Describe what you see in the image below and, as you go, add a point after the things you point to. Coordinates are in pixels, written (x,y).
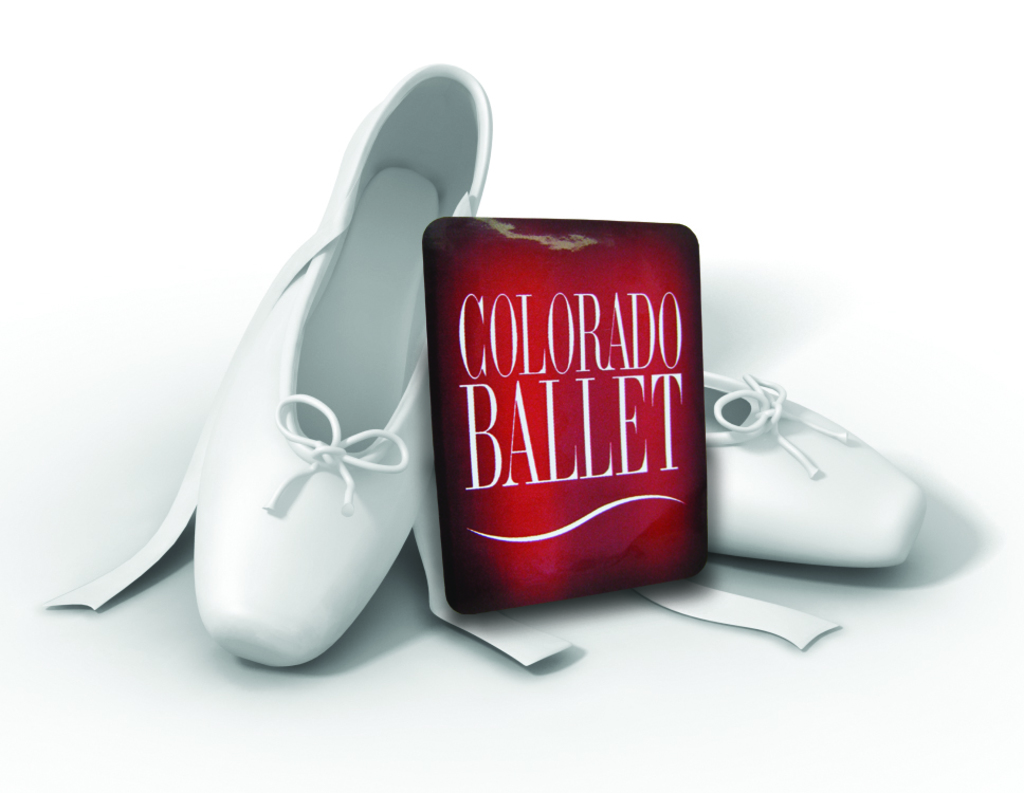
In this image we can see shoes (819,504). Also there is a board (555,352) with text (548,406). In the background (968,470) it is white.
